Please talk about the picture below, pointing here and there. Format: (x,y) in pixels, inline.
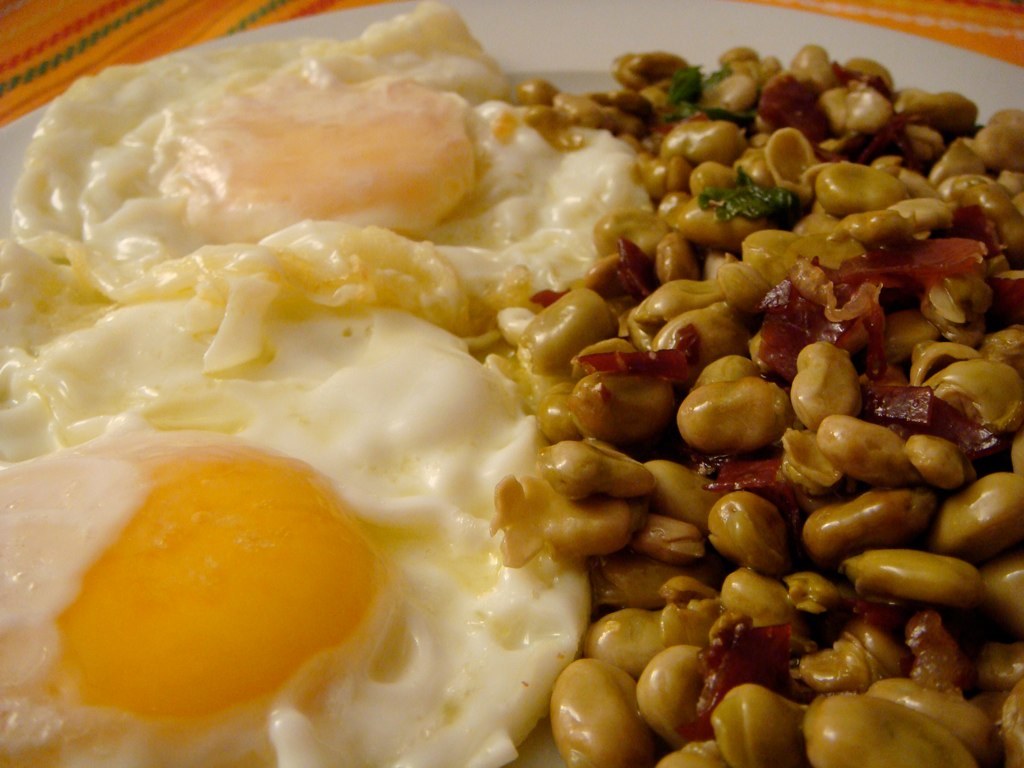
In this image there are different food items (534,282) on the white plate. At the top (121,35) it might be an yellow color cloth (128,40).
